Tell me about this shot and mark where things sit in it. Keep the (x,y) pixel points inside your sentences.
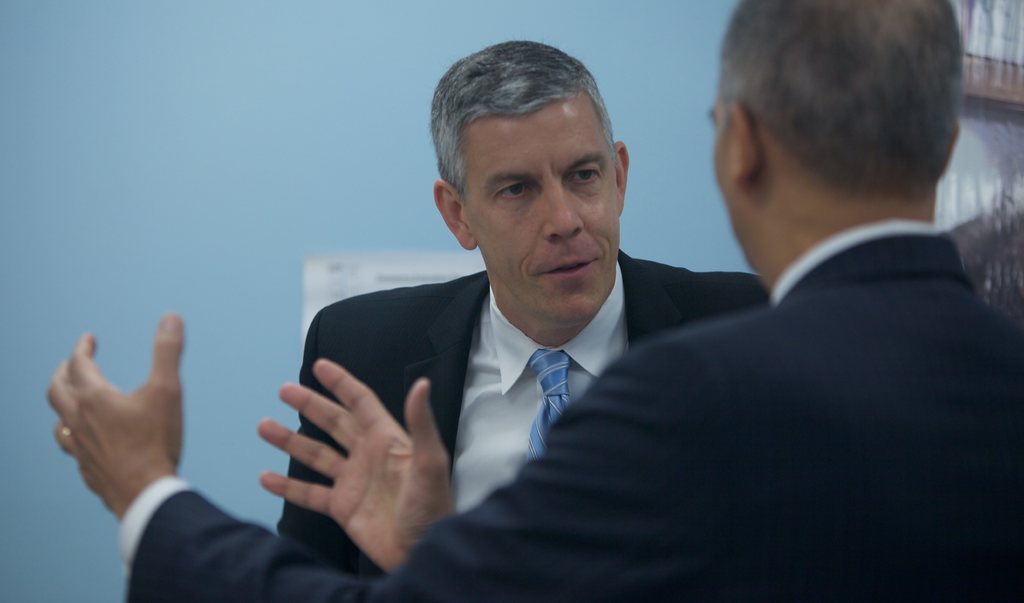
In this picture we can see two people (670,497) and in the background (131,375) we can see the wall (208,415).
